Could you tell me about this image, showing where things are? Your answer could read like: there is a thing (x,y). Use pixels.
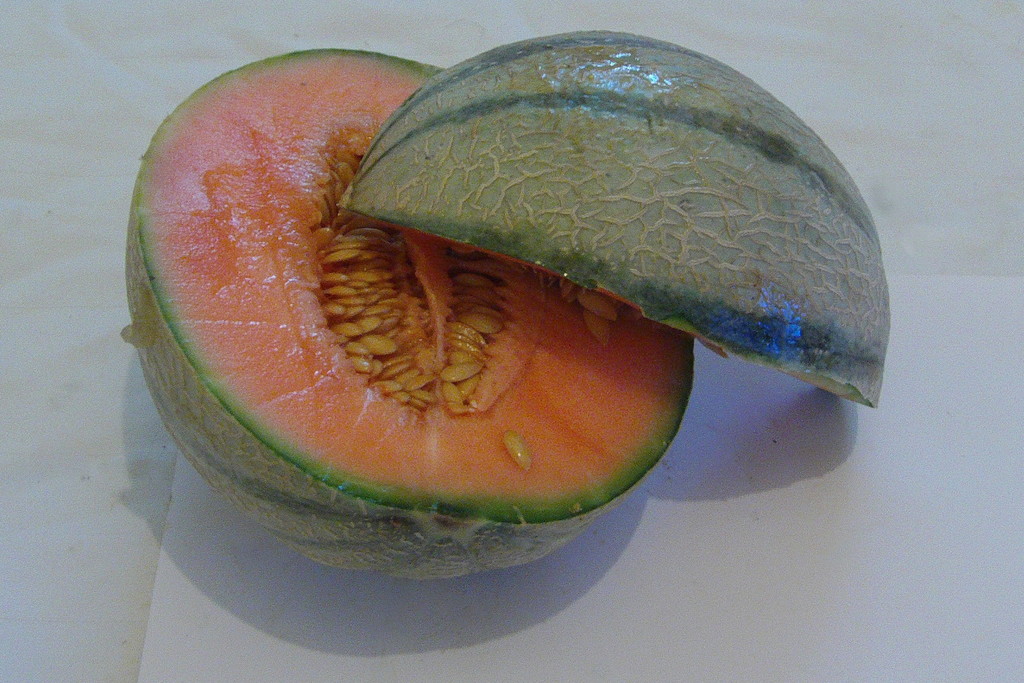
In this image we can see two pieces of a fruit (557,328) on the surface (689,520).
